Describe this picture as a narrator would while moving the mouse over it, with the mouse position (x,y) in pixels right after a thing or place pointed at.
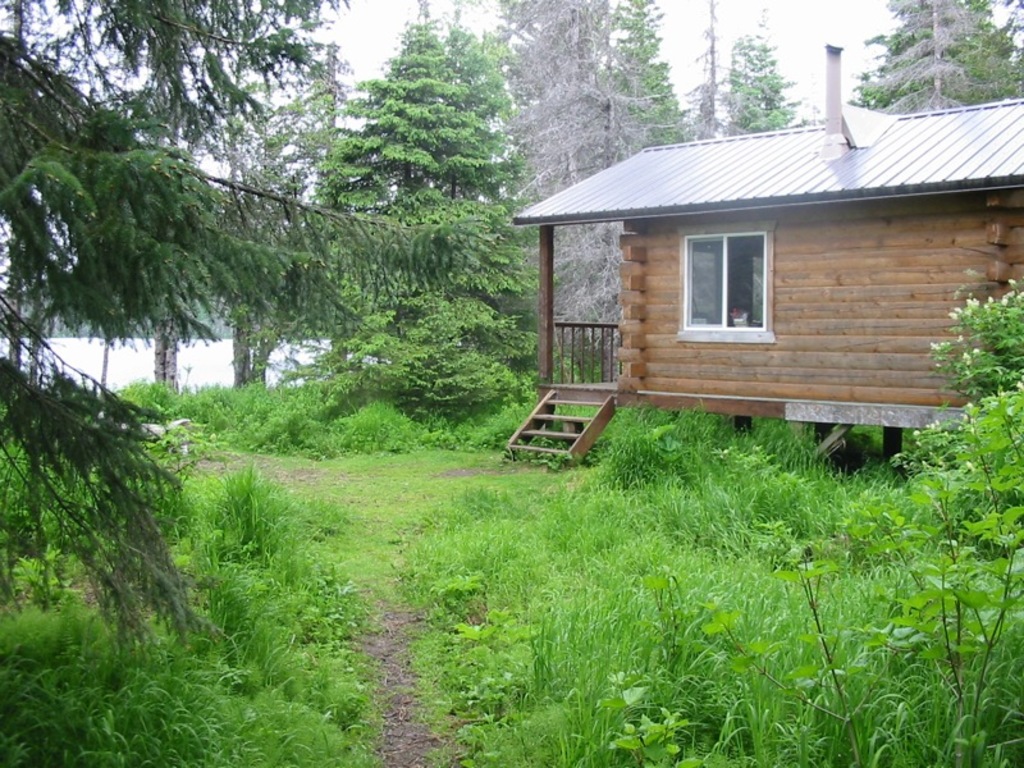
This image is clicked outside the city. At the bottom (606,587), there is green grass (619,586) and plants (515,643). To the left (174,168), there are trees (284,128). In the background (211,352), there is water (208,364). To the right (743,272), there is a house (697,326) made up of wood (810,254).
